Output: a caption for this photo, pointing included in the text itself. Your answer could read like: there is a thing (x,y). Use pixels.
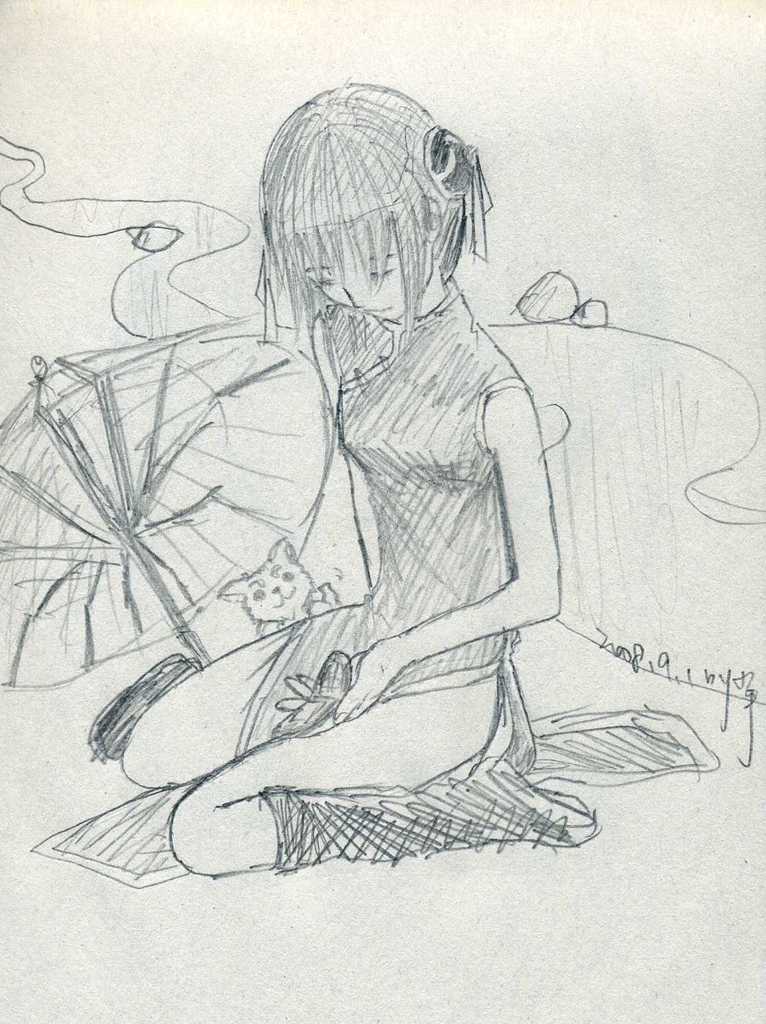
In this picture we can see an art (451,485).
